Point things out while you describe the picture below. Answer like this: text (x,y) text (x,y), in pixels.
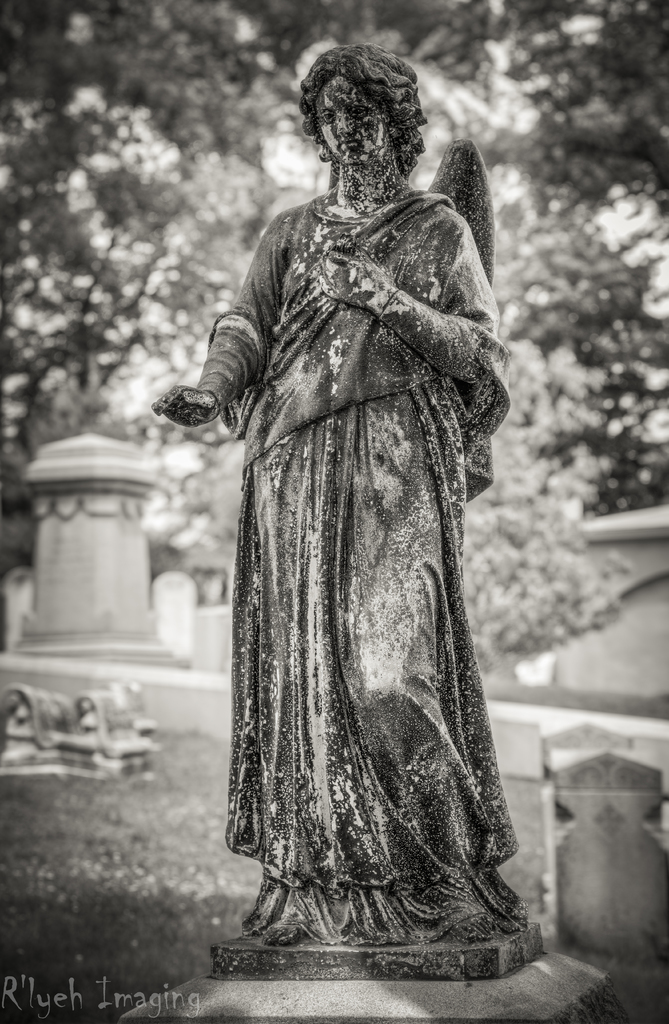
In the middle of the image (308,491) we can see a statue (417,671), in the background (521,286) we can see few trees (635,436), in the bottom left hand corner (23,1011) we can see some text (73,993).
